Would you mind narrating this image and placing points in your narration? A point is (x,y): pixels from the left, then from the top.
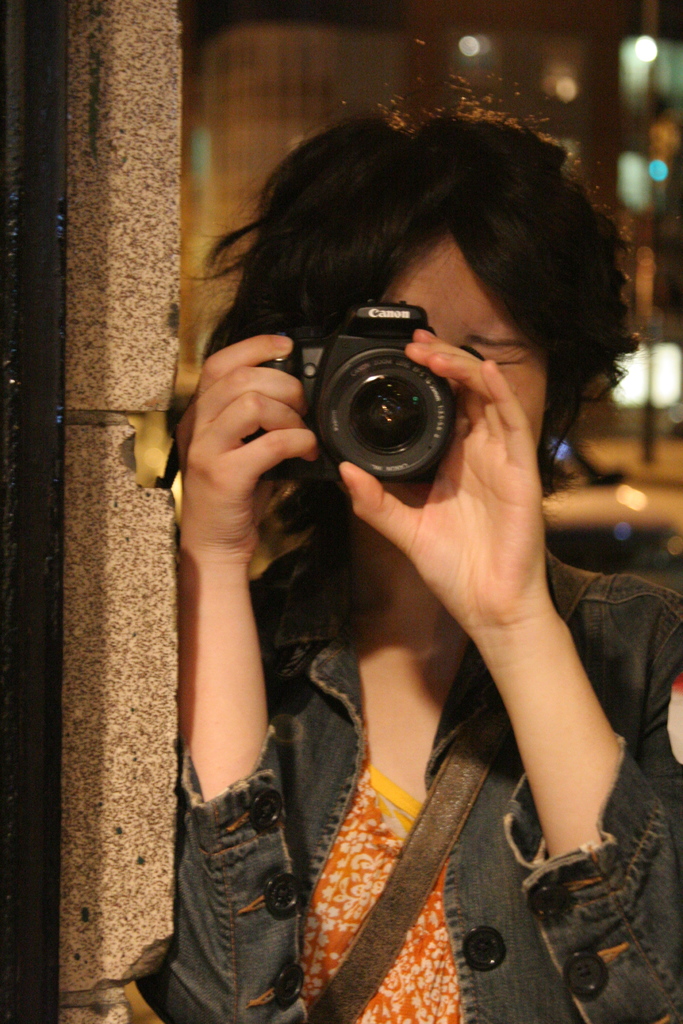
In this image i can see a woman (427,730) wearing a orange dress (350,910) and a jacket (280,854) is standing and holding a camera (372,454) in her hand (408,513). In the background (672,533) i can see a vehicle (677,545), a electric pole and few buildings (481,55).
